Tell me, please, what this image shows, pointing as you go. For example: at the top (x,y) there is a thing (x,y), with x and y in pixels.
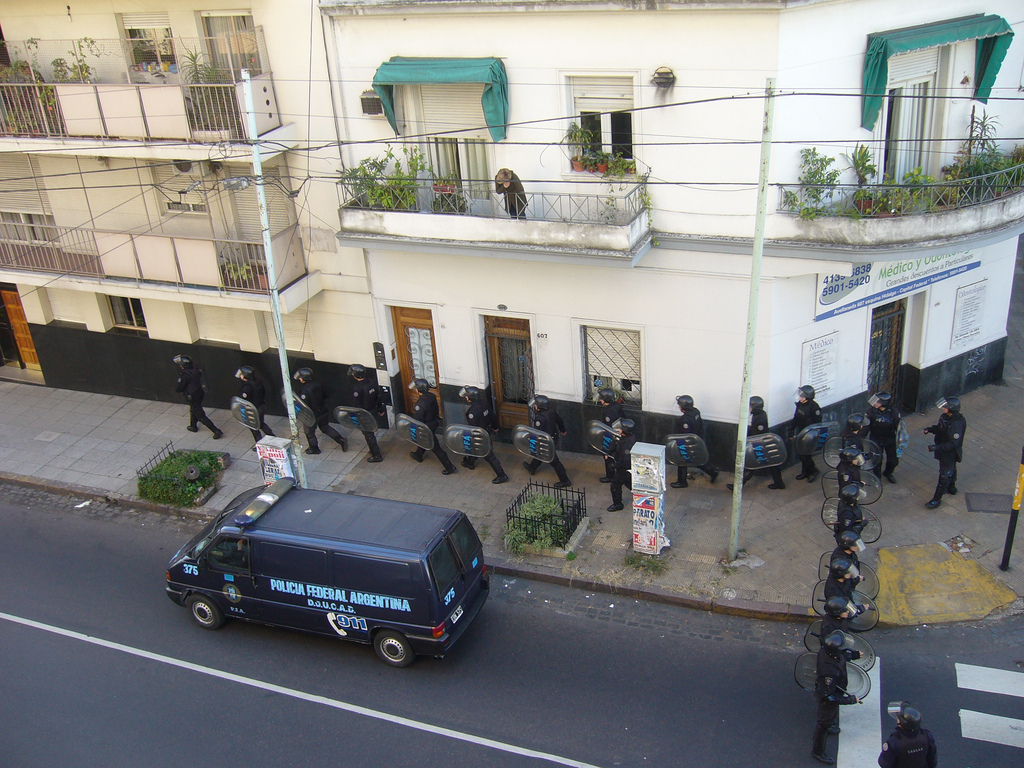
In this image, we can see the road (892,659) and there is a van (301,586) on the road (95,747), we can see some persons (250,396), there are some buildings (410,232).
